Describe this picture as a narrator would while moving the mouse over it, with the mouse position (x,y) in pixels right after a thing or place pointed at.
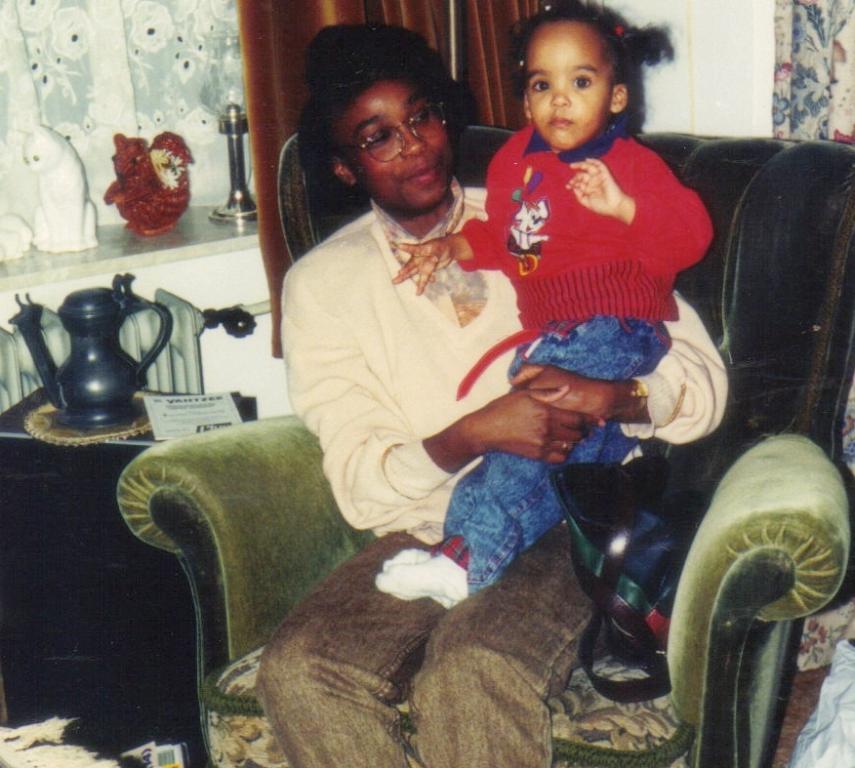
In this image I can see a person (452,279) and the child (533,85) sitting on the chair (710,571). On the table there is a jar (118,374) and a paper (179,412).
